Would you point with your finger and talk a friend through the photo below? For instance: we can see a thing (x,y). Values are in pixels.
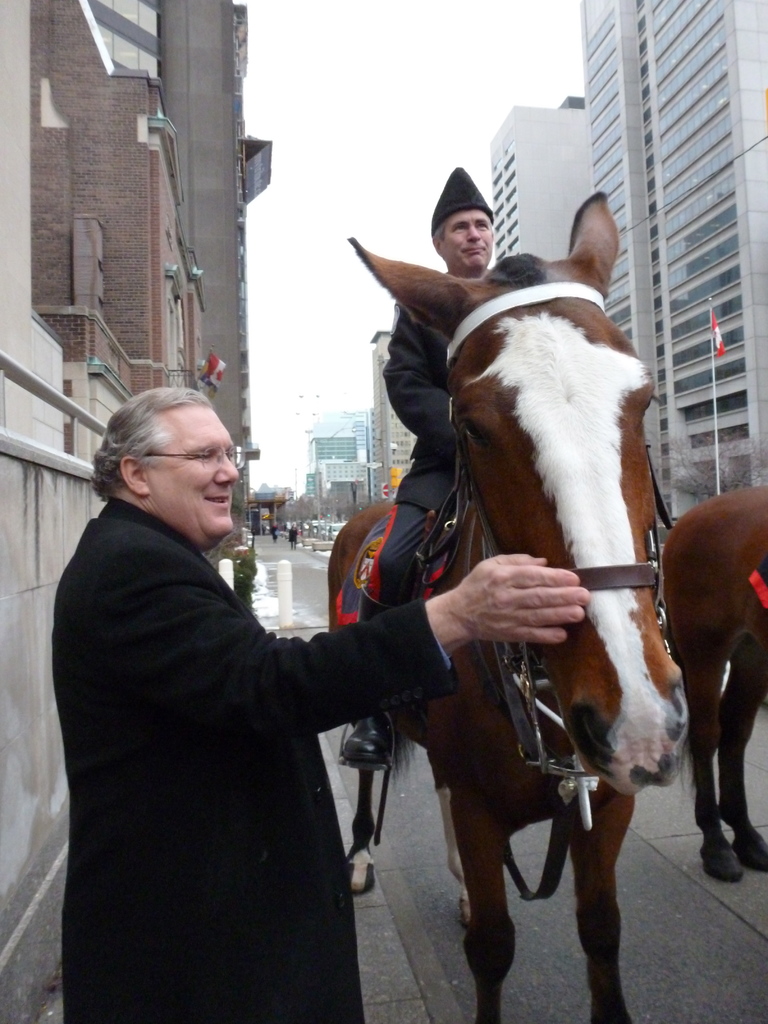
The person (204,733) wearing black suit (225,766) is touching the horse (515,537) and there is another person (411,360) on the horse (494,410) and there is another horse (720,514) beside him and there are group of buildings (626,181) on either side of him.
